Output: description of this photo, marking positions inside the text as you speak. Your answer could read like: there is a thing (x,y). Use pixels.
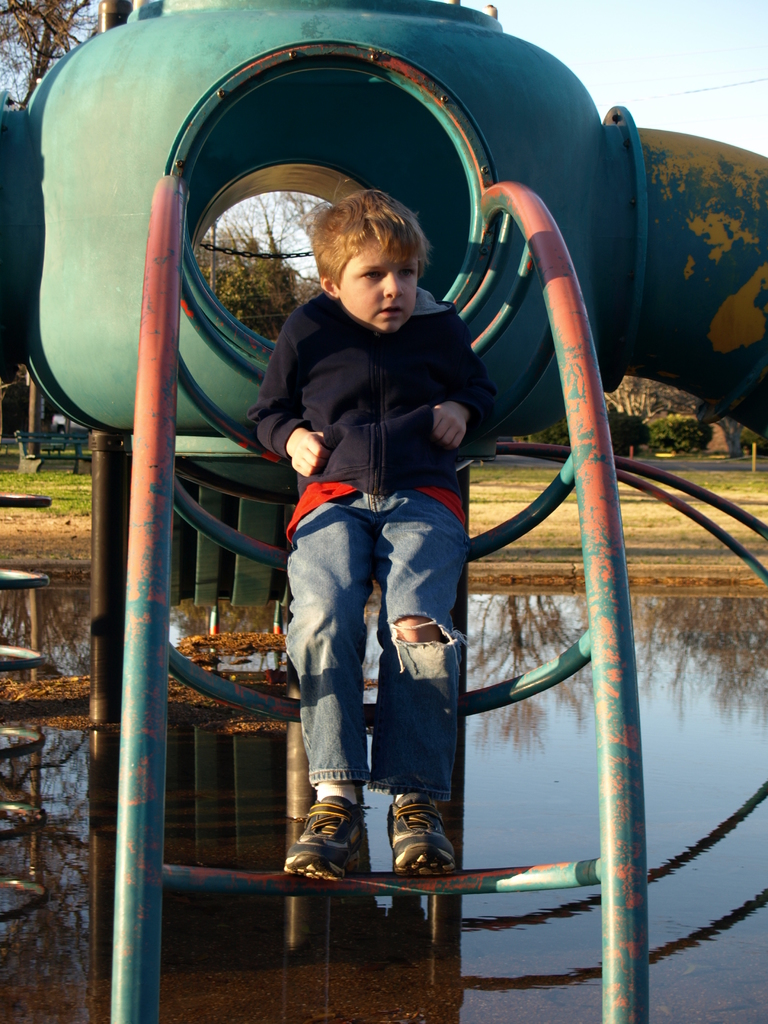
In this picture I can see a boy (377,551) on the metal ladder (537,215) and I can see water (525,660) and trees (707,426) in the back (618,442) and a blue sky (618,65).
